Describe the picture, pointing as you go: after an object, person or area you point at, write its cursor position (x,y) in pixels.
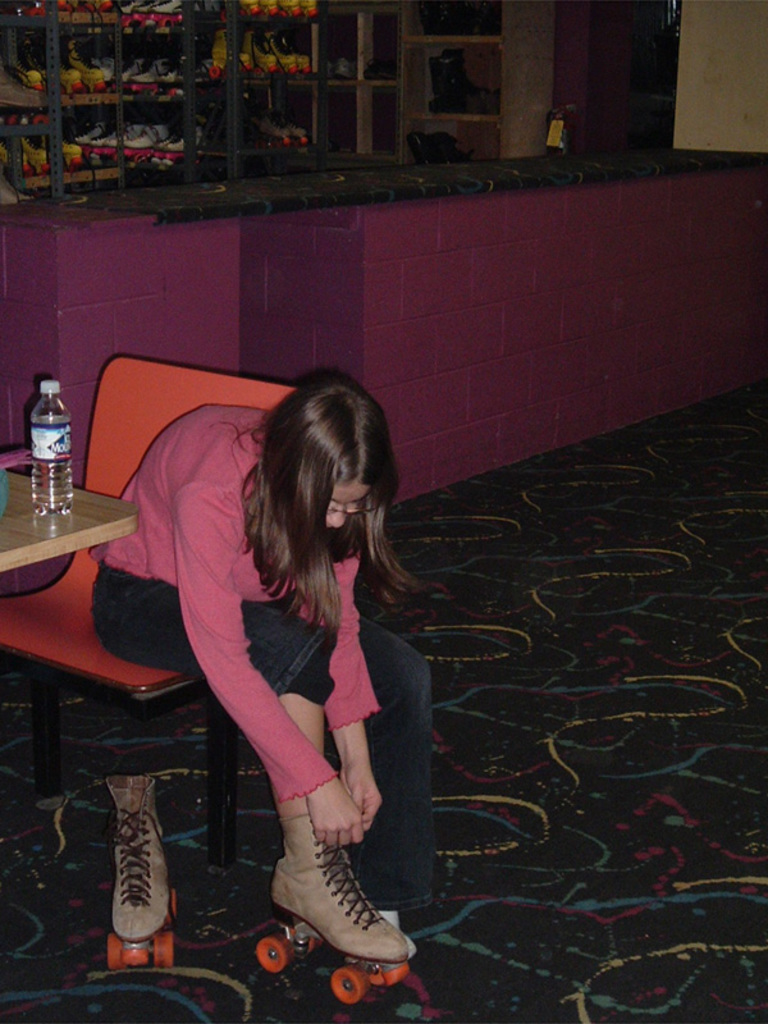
In this image I can see a person (256,611) sitting on the chair (58,721) and wearing the skating wheel (361,955). Beside her there is a table (75,523) and water bottle (47,451) on it.
